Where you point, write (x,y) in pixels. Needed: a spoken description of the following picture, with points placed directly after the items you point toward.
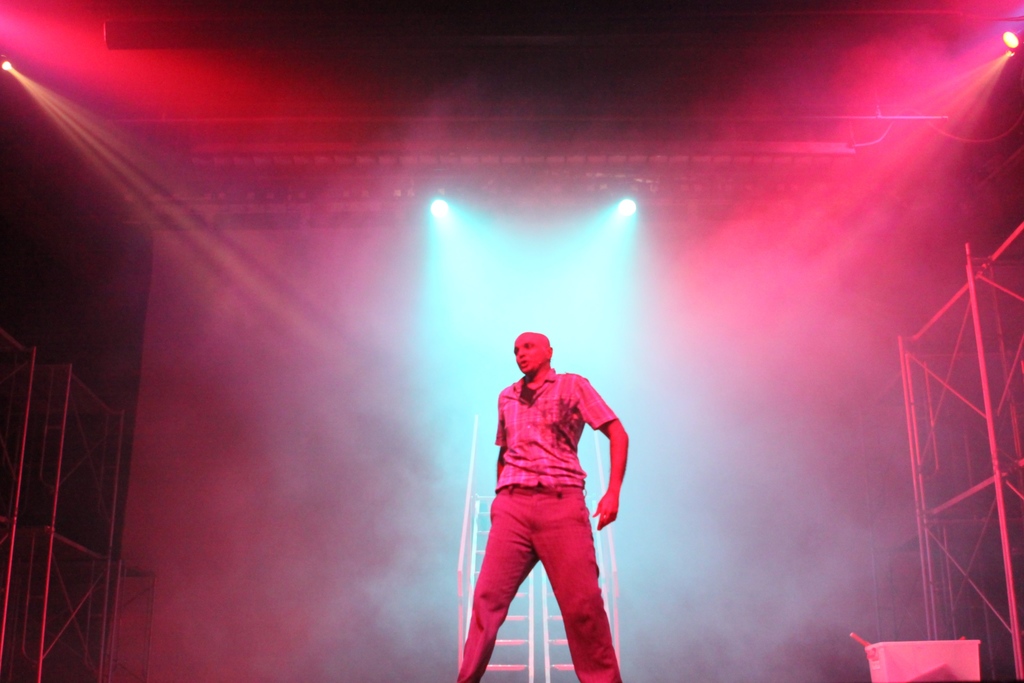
In this image there is a man (545,474) in the middle (573,419). At the top (989,78) there are different colour lights (456,221). On the right side (948,302) there is a stand (951,384). In the background (465,520) there is a staircase (544,644). On the left side (56,498) there is a stand (60,472) which is made up of iron rods (27,398).
